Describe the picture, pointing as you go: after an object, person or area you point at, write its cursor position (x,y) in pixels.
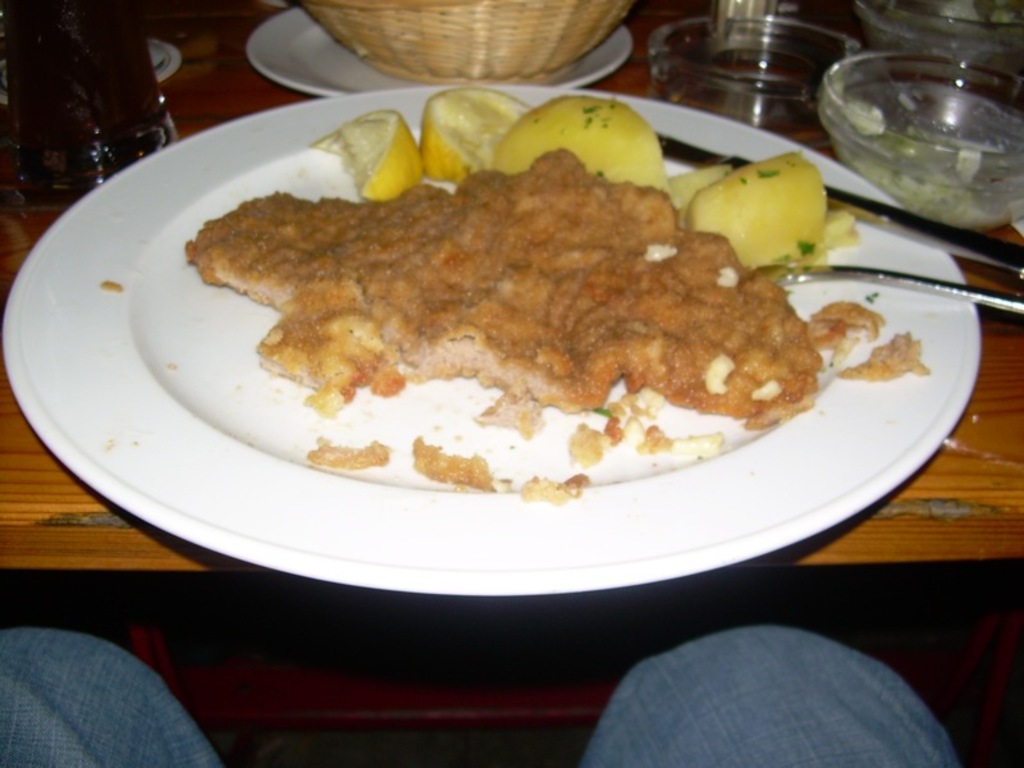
In this image we can see the legs (880,737) of a person (143,725), in front of him there is a table (790,7), on which there is a food item (459,260) on the plate (244,413) and there are spoons (810,277), bowls (922,106), a basket (502,40) on the plate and other objects (95,103).
